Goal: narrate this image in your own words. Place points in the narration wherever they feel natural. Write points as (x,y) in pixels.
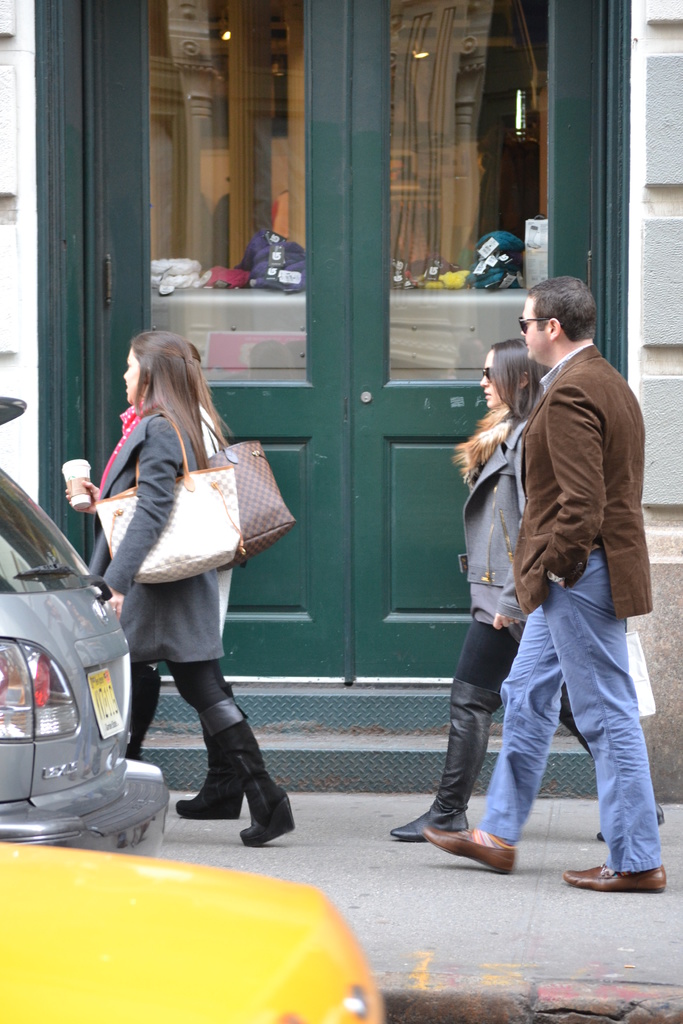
There are some people (140,383) walking on the sidewalk (430,868). Some are holding bags (180,538). Lady (162,499) in the left side (100,485) is holding a cup (67,486). Persons (485,473) in the right side (510,406) is wearing goggles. On the left side (87,764) there are vehicles (93,728). In the back (100,249) there is wall (31,256) and doors (309,243). On the door (329,235) there is glass (426,253) and we can see some items (482,251) through that.
